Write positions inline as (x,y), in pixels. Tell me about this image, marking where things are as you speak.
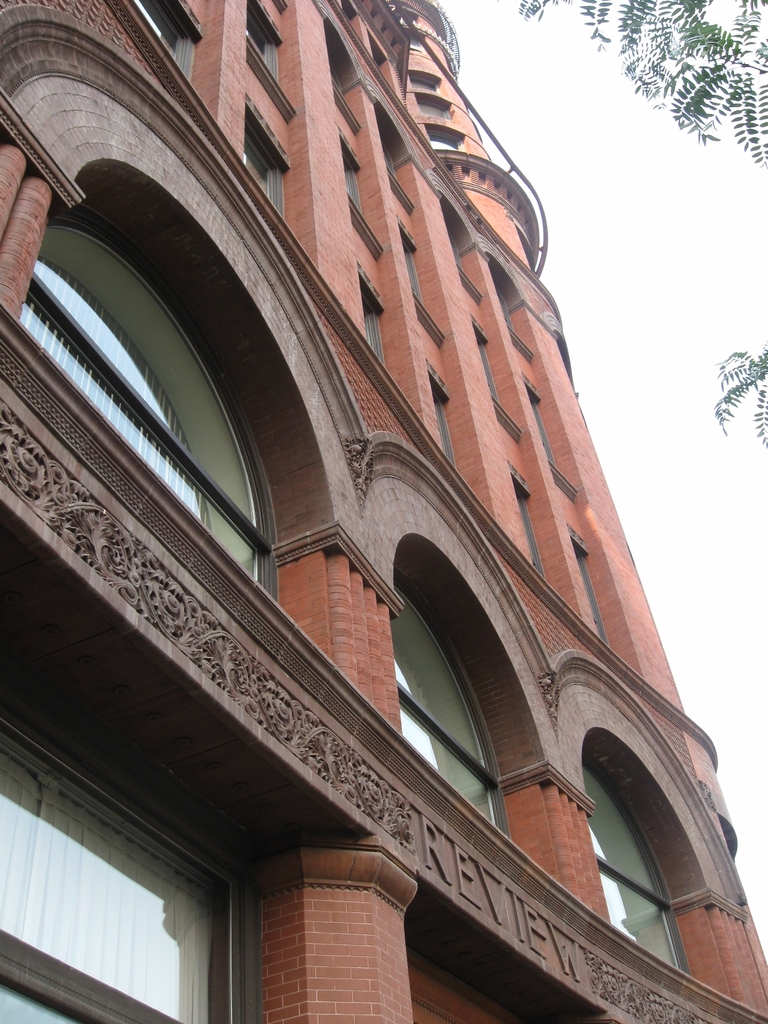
In this image I see a building (267,440) which is of light brown and dark brown in color and I see a word (499,907) written over here and I see the designs (302,754) over here and I see the window glasses (107,335). In the background (605,340) I see the sky (631,335) and I see green leaves (678,75) on the stems (692,105).
